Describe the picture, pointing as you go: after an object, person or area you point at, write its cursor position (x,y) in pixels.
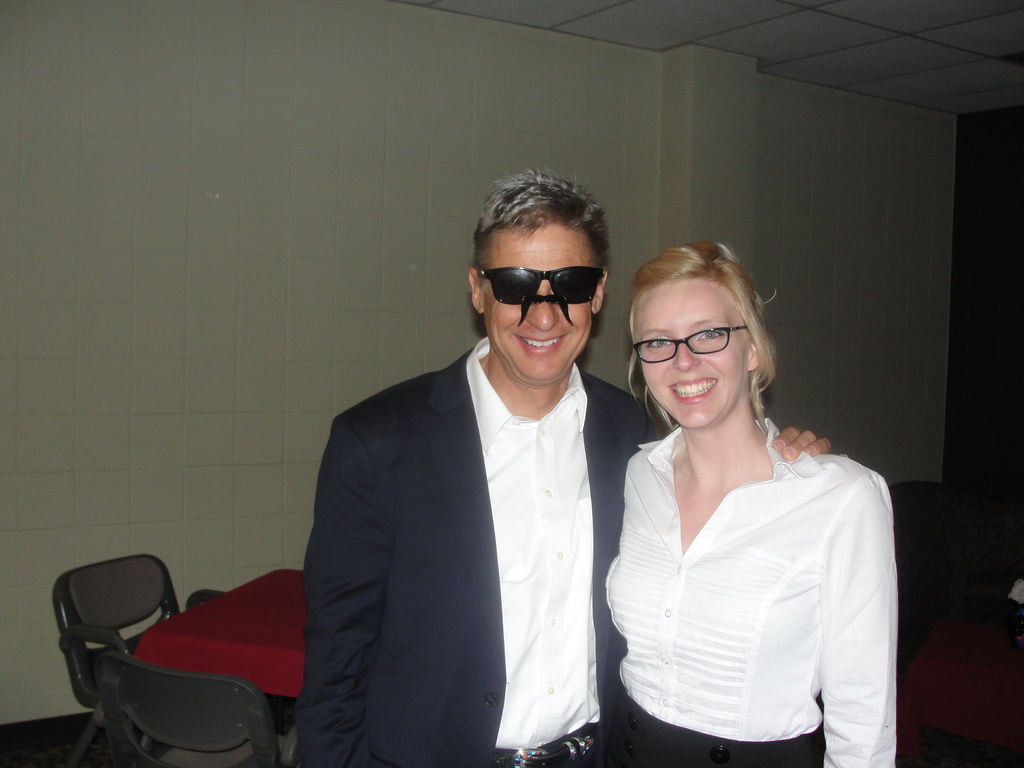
In the center of the image (515,491) there are two people (546,574). On the right (797,494) there is a lady (698,650) who is wearing a white shirt (729,572) is laughing, next to her there is a man (497,589). Behind him there is a table (188,659) and chairs (144,671). In the background (195,561) we can see a wall (436,114).
